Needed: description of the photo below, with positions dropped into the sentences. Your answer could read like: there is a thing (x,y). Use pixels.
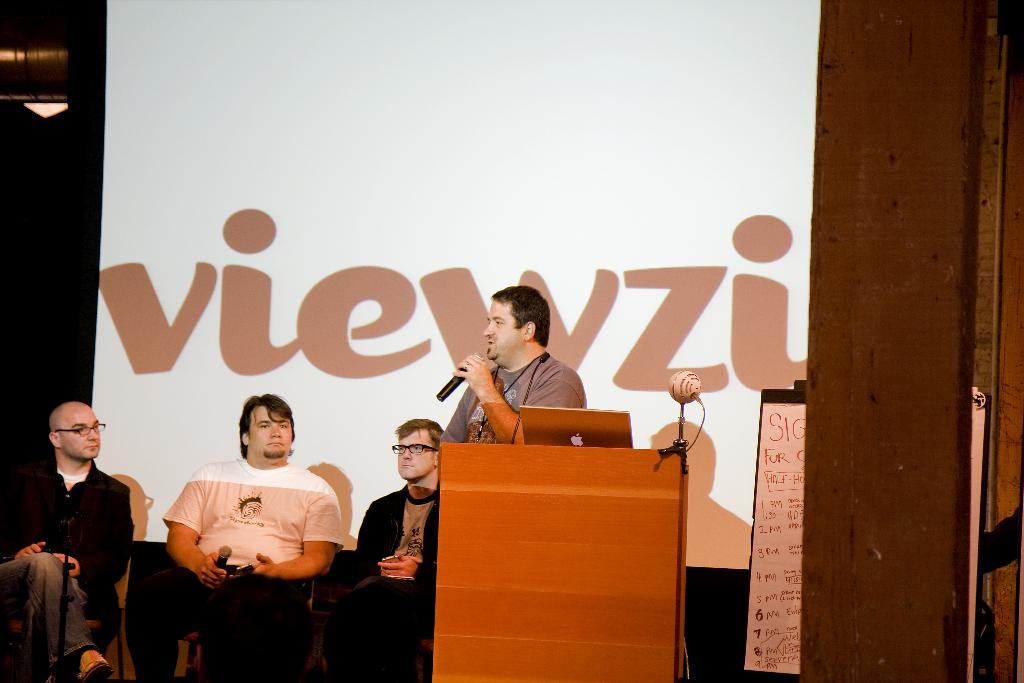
In the center of the image (529,329) there is a person (474,383) standing holding a mic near a podium (480,563). There are people (364,530) sitting on chairs (419,654). In the background of the image (361,362) there is a screen (256,163). There is a wall (865,90).
